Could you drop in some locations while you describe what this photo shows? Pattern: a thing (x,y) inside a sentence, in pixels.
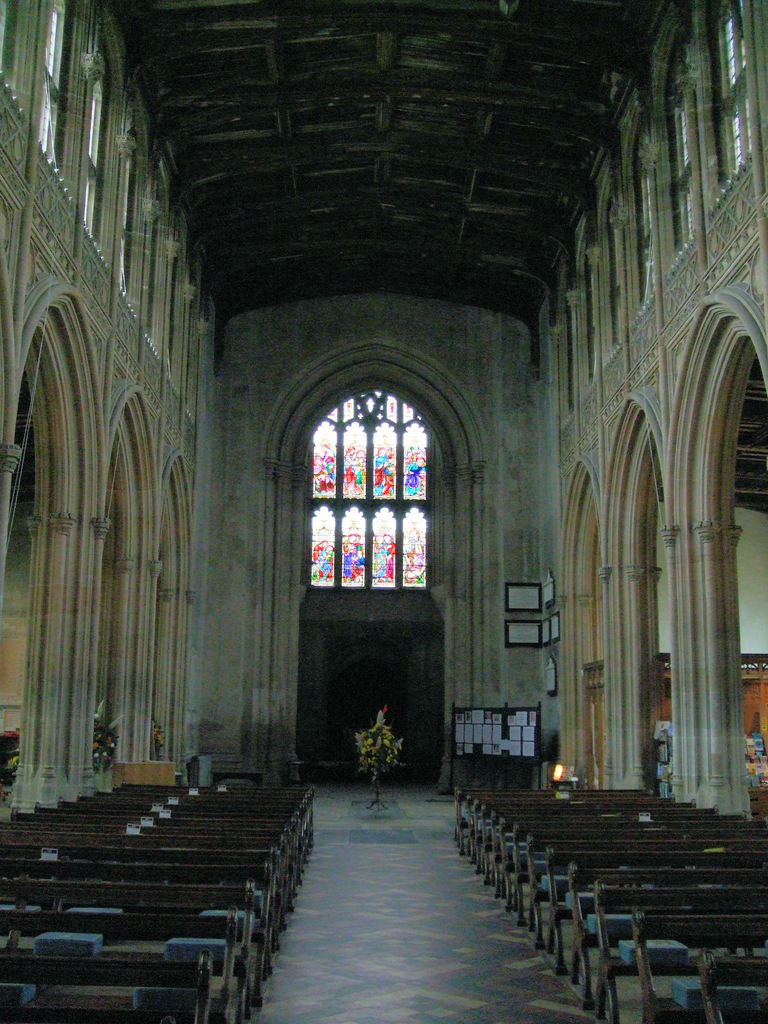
This picture describes about inside view of a building (461,652), in this we can find few benches (606,817), light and few frames (533,604) on the wall (533,617), in the background (332,557) we can find few plants (391,740), notice board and stained glass (328,545).
